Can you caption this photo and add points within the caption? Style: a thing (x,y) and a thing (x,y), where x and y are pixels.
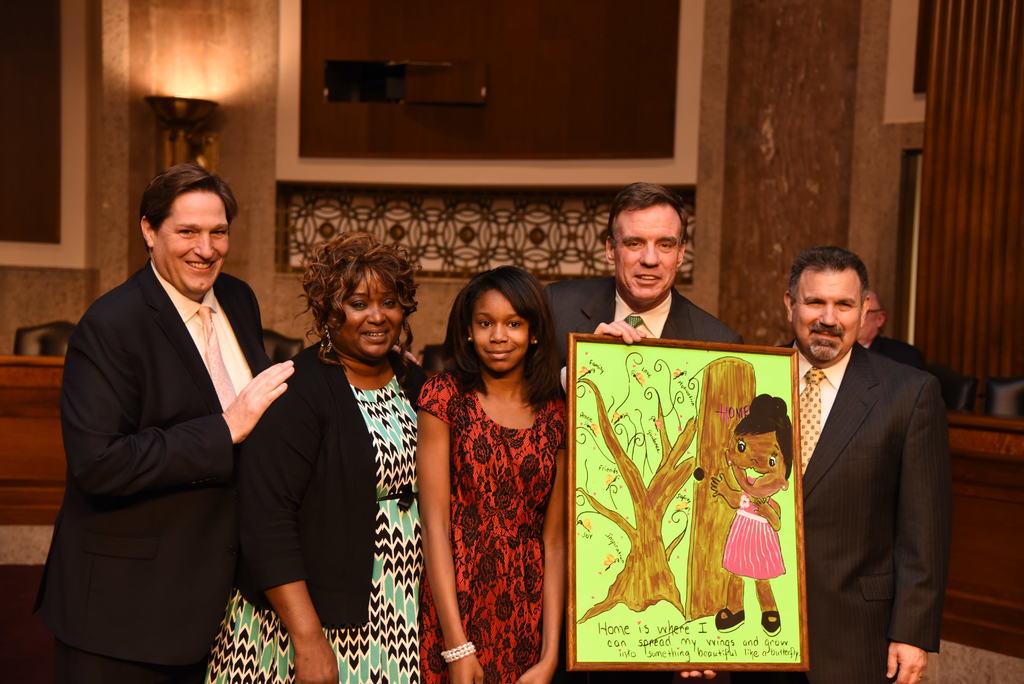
In this image we can see five persons (420,465) in which one of them is holding a frame (726,481), in the frame (749,530) we can see a painting (759,510) of a person (746,502), trees (699,512) and with some text (673,628) written on it, there we can see a wall (365,126) and a light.
